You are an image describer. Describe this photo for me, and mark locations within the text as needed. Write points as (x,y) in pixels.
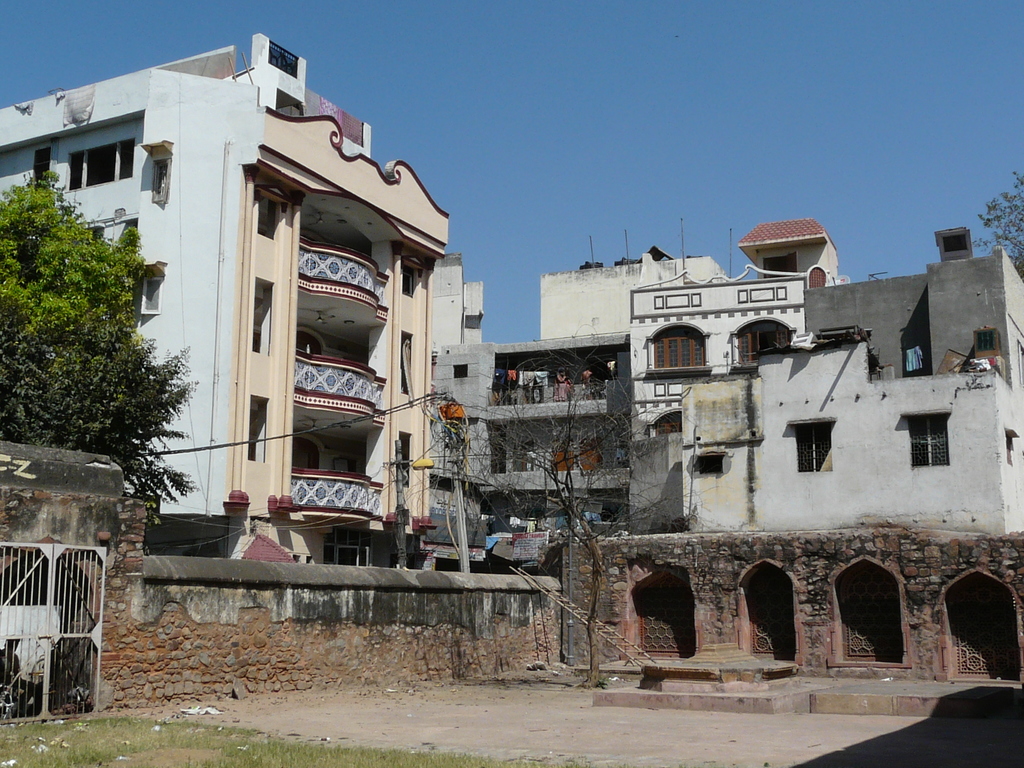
In this image there are buildings (668,437), trees (89,356) and the sky (510,90).
